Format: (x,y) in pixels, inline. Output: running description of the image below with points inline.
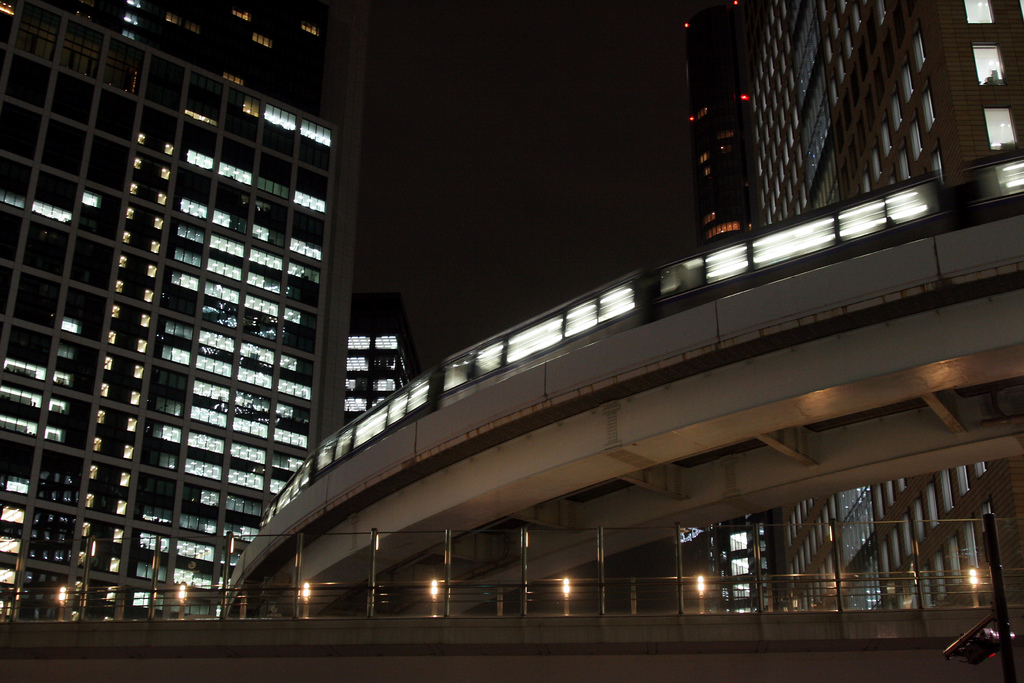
In this picture I can see buildings (842,26), lights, iron rods (285,589), this is looking like a train (589,310) on the bridge (681,390).
